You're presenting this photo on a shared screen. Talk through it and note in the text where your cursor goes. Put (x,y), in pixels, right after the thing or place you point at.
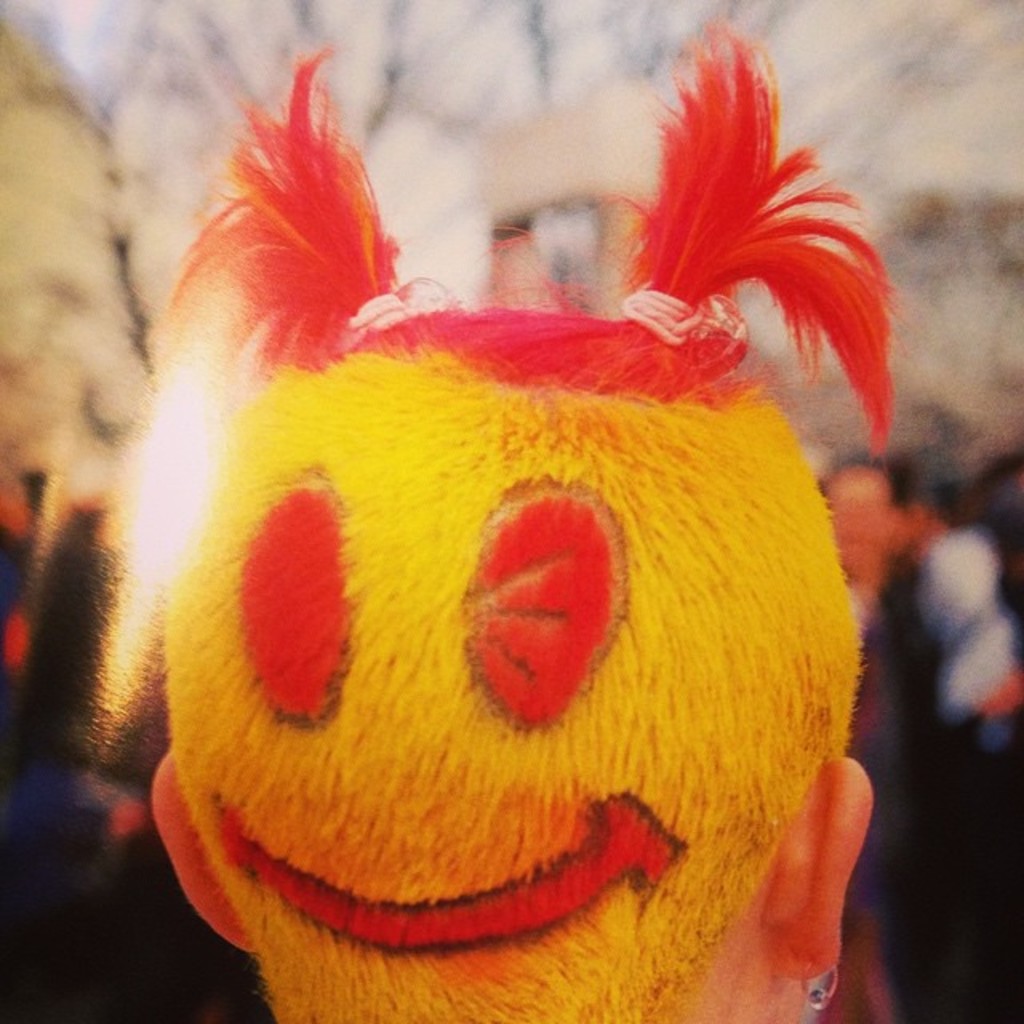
In front of the picture, we see the head (674,796) of the man (817,880) who is wearing the two plaits (705,284). His hairs (431,731) are in yellow and red color. On the right side (929,879), we see the people (942,662) are standing. In the background (61,424), we see a white wall (644,185), sky (449,177) and the trees (442,159). This picture is blurred in the background (894,379).
